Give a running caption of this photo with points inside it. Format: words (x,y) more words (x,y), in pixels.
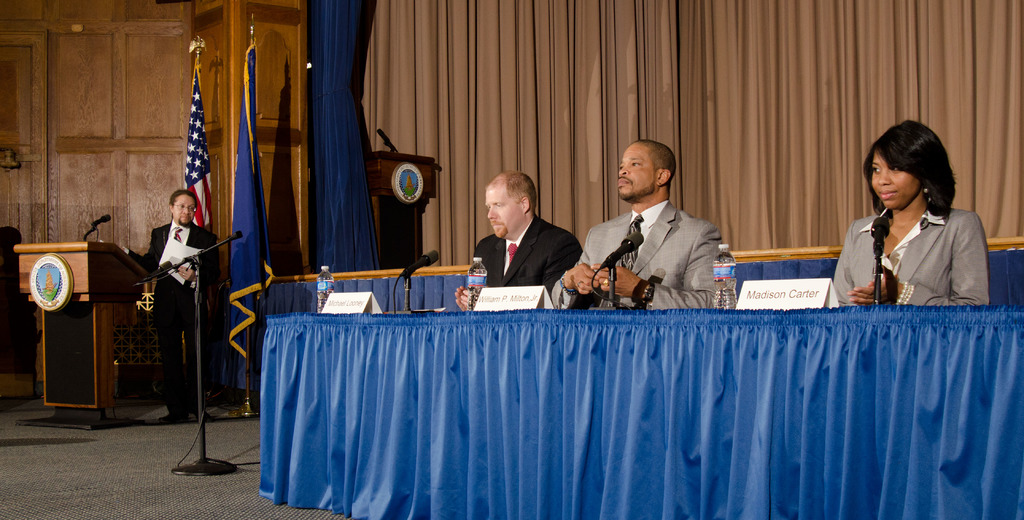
On the right side (942,191), there are three persons (924,187) in different color dresses (954,250) sitting in front of a table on which there are name boards (798,284), mics (397,281) and bottles (475,284) arranged. And this table (609,325) is covered with blue color cloth (570,380). In the background (202,172), there is a person (183,309) standing near a stand (70,259) on which, there is a mic (86,236), there is a mic (231,233) attached to the stand (198,343), there are flags (252,213) and there is a stand (408,183) near a curtain (685,61).
